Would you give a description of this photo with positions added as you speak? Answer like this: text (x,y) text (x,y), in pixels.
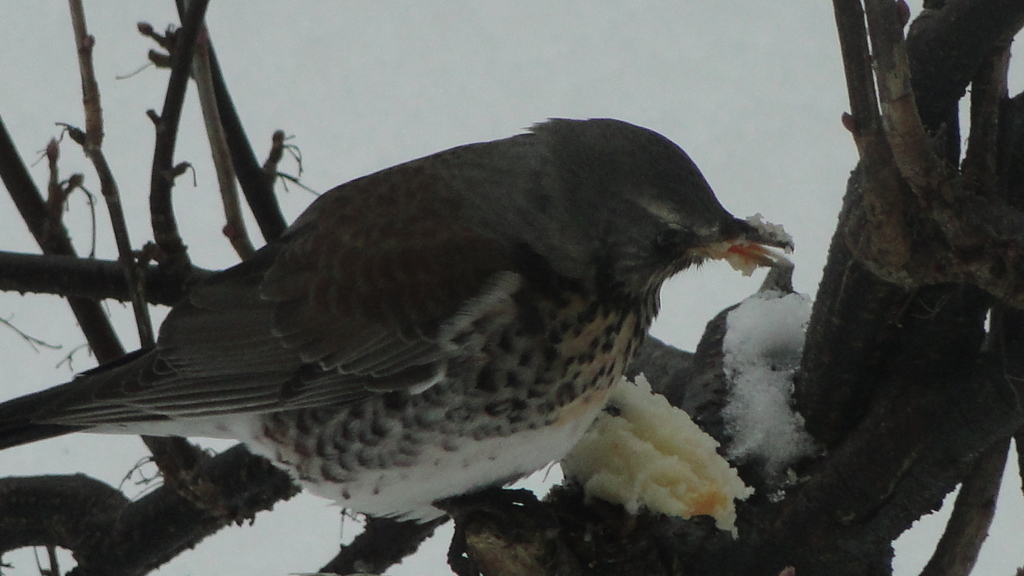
In this image in the foreground (392,272) there is one bird (425,361) on the branch (716,360), and the bird (530,376) is eating some food (659,434) and in the background (699,141) it looks like a snow (709,158).
